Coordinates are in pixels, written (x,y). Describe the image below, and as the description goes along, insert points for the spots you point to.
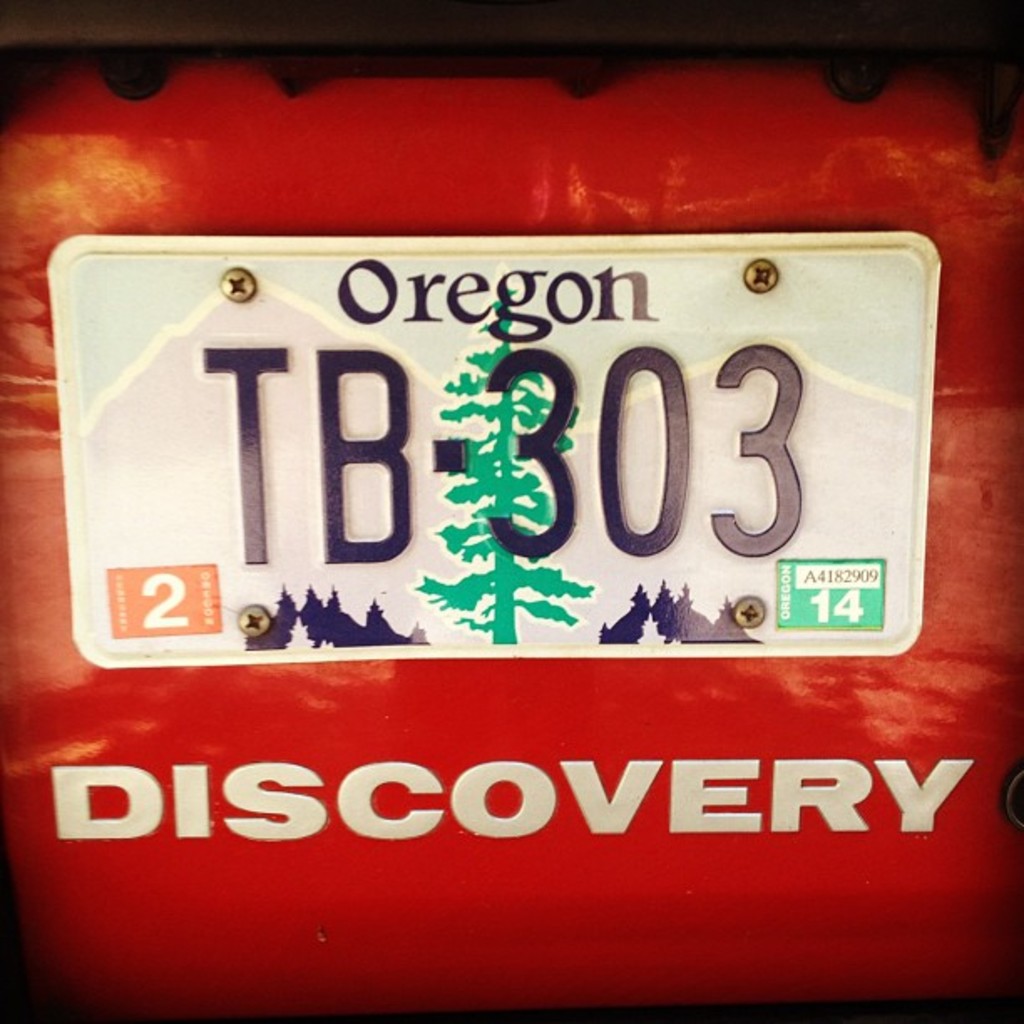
In this picture we can see a number plate (575,621). On the bottom (190,794) we can read that discovery. Here we can see car (692,150).
